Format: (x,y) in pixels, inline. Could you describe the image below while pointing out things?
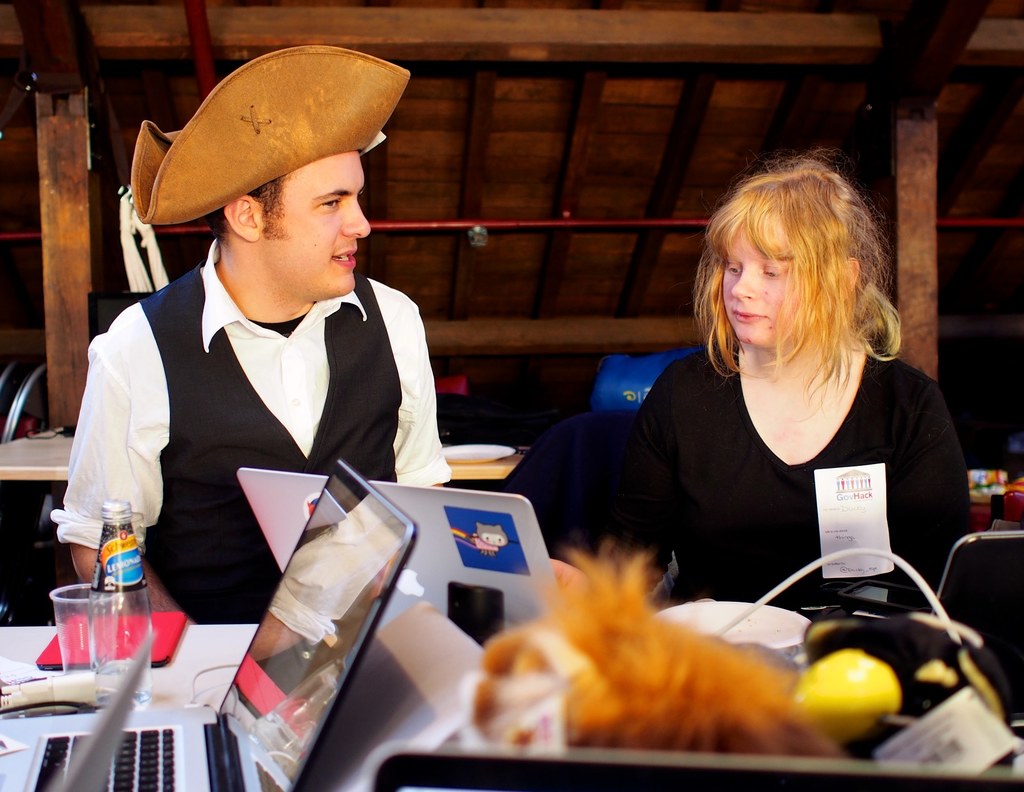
In this image we can see two persons (357,368) in which one of them is wearing a hat (273,150), in front of them, we can see a table (210,640) where we can see few laptops (335,634), bottle (144,614), glass (85,608) and some other objects (619,675) on the table (237,660), behind them, we can see a table (508,460) where we can see a plate (467,454) and an object (62,431) on it, there we can see a roof (568,177), a metal rod (593,224) and an object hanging from the metal rod (562,224).
